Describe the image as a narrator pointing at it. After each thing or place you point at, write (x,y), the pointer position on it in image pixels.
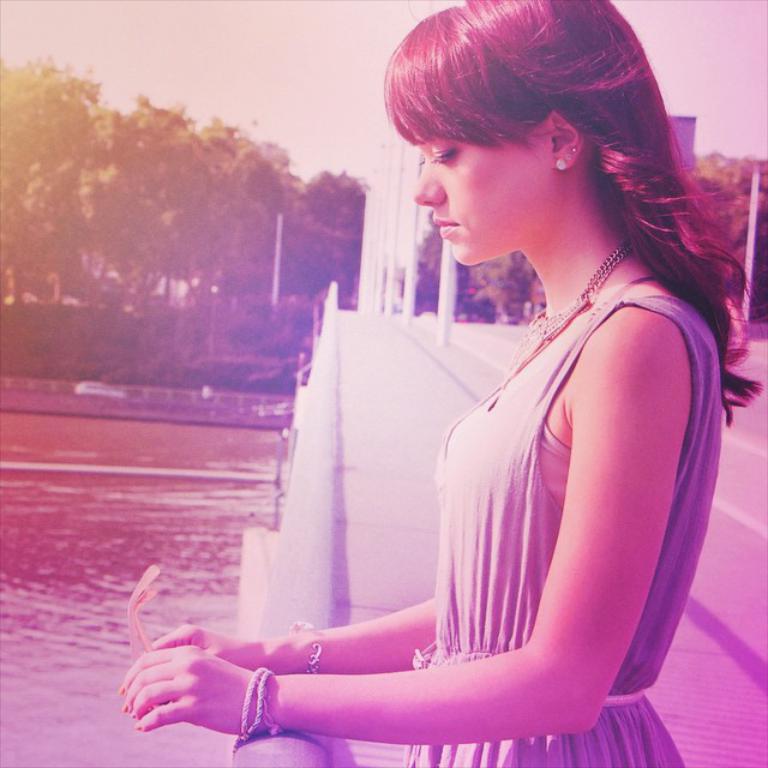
In the picture we can see a woman (570,714) standing near the railing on the bridge (759,492) and looking into the water (108,664) and in the background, we can see poles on the bridge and behind it we can see trees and sky (371,99).
